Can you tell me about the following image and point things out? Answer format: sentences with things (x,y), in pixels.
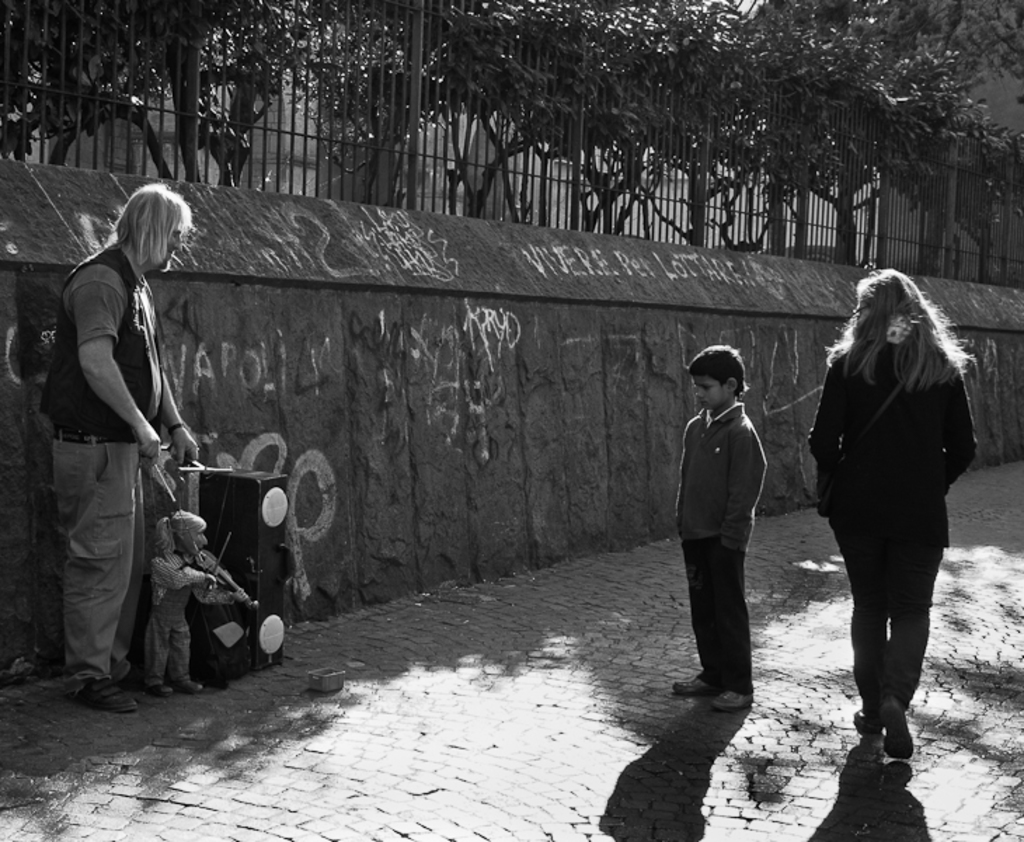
This is a black and white image. A person (901,467) is walking at the right (889,701). A boy (733,537) is standing. A man (56,373) is standing at the left (84,351) and someone is holding a puppet (217,578). There is some object (254,591) beside him. There is a wall (371,382), fence (697,229) and trees (768,86) behind it.
